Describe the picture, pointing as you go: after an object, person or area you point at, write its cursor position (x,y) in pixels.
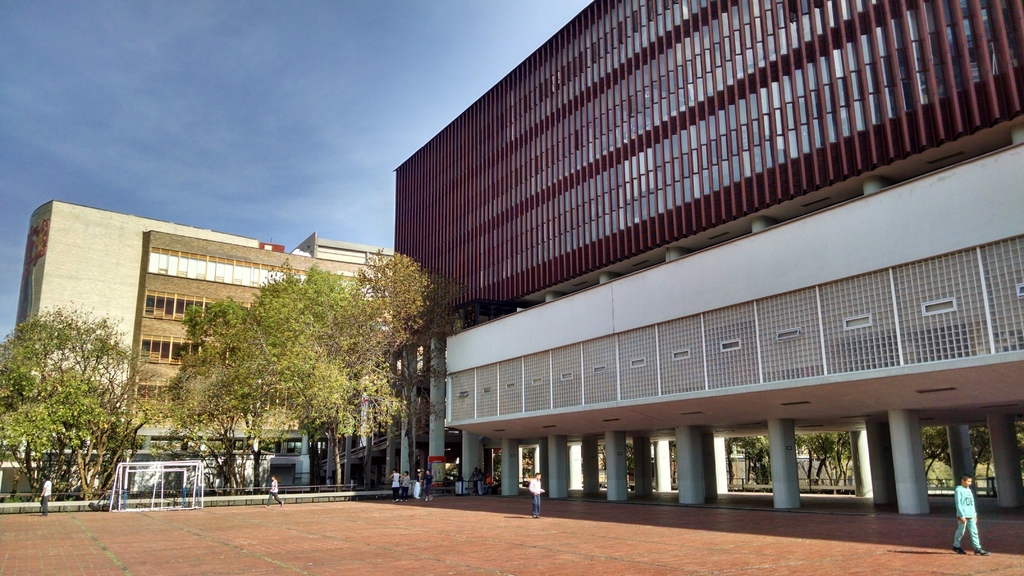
In this image, on the right side (957,288), we can see a building (834,408), pillars (996,478). On the right side (958,537), we can also see a man (982,552) walking on the road (913,544). In the middle of the image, we can see a person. In the background (87,470), we can see a group of people (429,490), pole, trees (28,417), building (270,280). At the top (278,102), we can see a sky (250,103), at the bottom (464,520), we can see a land (464,520).
